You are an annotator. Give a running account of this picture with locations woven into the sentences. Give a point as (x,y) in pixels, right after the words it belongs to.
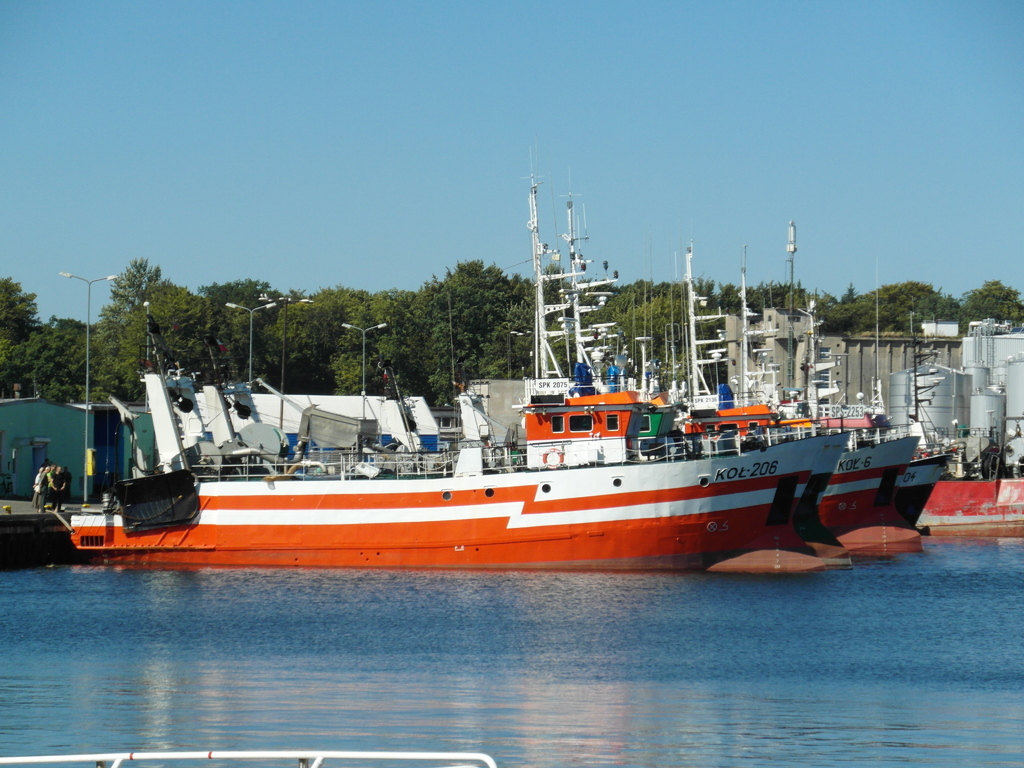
There are boats (852,509) on the water (608,614). In the background (104,458), there are persons (66,476) standing, there is a shed (69,431), lights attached to the poles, tanks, a building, trees (977,309) and there is blue sky (978,130).
